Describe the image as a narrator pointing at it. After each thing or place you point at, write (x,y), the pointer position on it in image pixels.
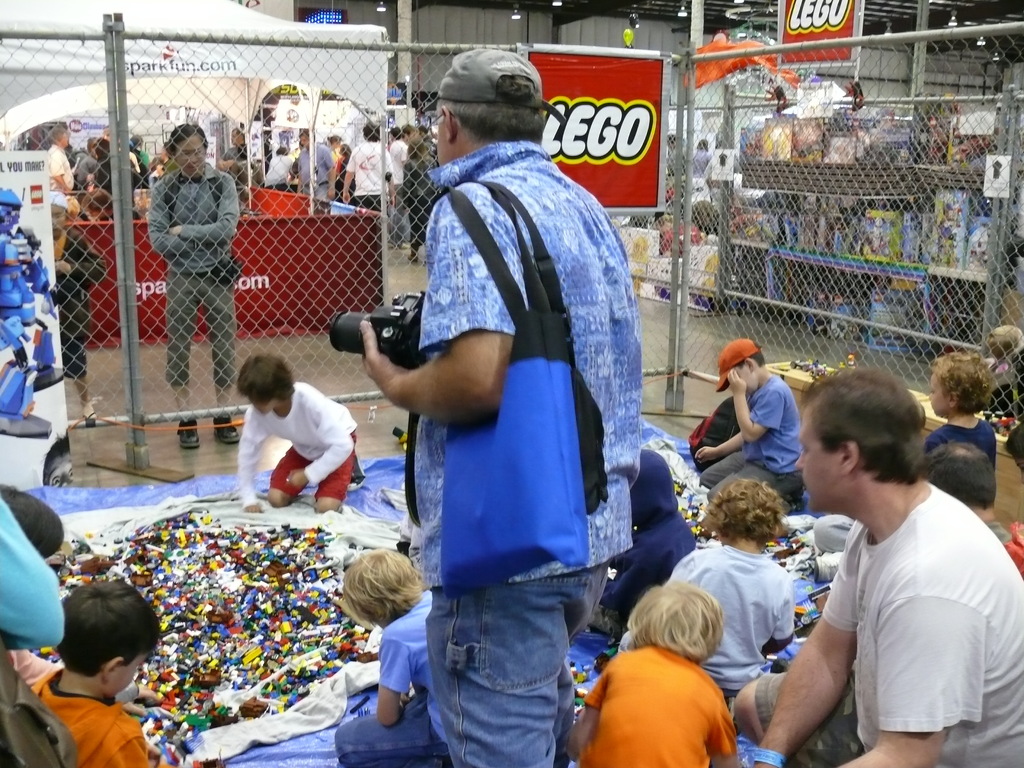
In this image we can see some persons (677,721), camera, bag (515,378) and other objects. In the background of the image (120,349) there is a fence (927,271), name boards (645,199), lights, persons (367,129), wall (493,33) and other objects (41,57).
